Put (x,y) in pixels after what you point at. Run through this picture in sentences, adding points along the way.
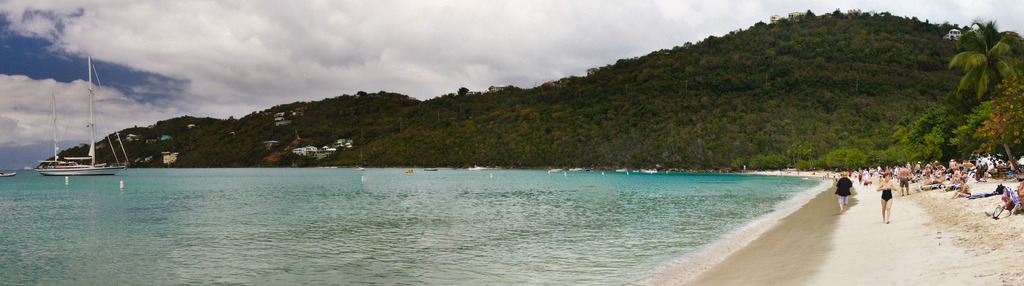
As we can see in the image there is sand (923,231), few people (961,184) here and there, trees (808,110), water (569,216), buildings (302,151), boat (59,173), sky (106,72) and clouds (88,34).
